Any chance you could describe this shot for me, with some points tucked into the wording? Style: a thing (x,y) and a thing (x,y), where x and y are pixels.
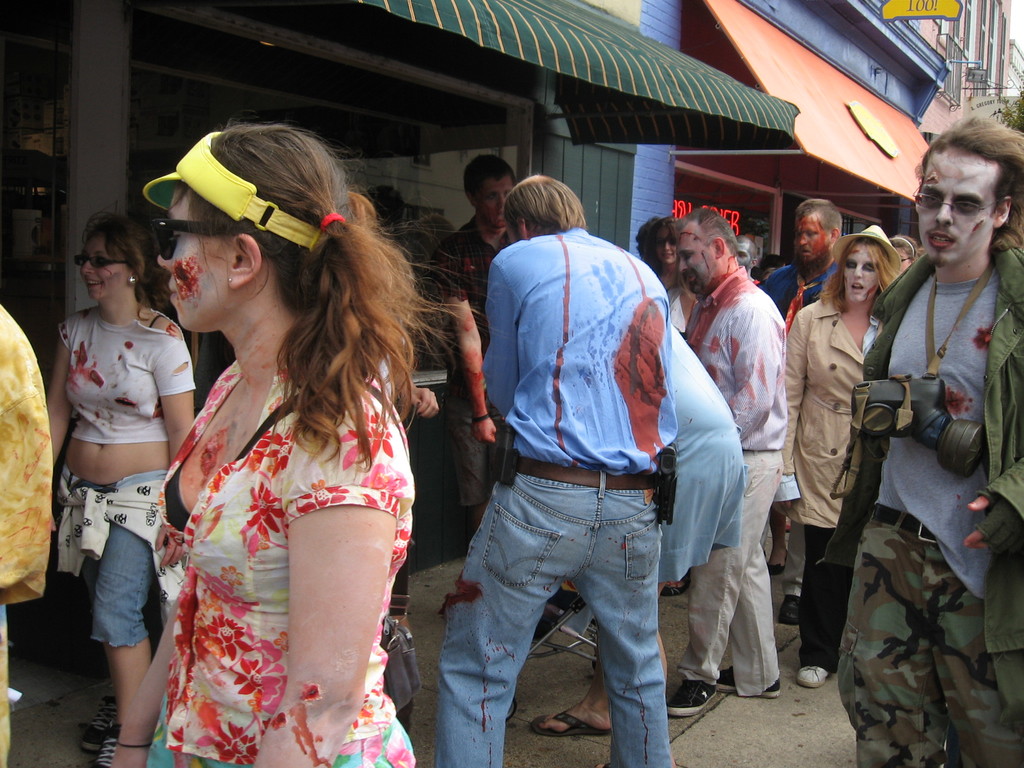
This image is taken outdoors. At the bottom of the image (752,728) there is a road (792,712). In the middle of the image (387,267) a few people (367,678) are walking on the road (770,734) and a few (570,374) are standing. In the background (446,126) there are a few buildings (602,135) with walls (910,29). There are a few boards (907,14) with text (934,1) on them. On the right side of the image (921,517) there is a man (928,455) and there is a gas mask (925,424).
